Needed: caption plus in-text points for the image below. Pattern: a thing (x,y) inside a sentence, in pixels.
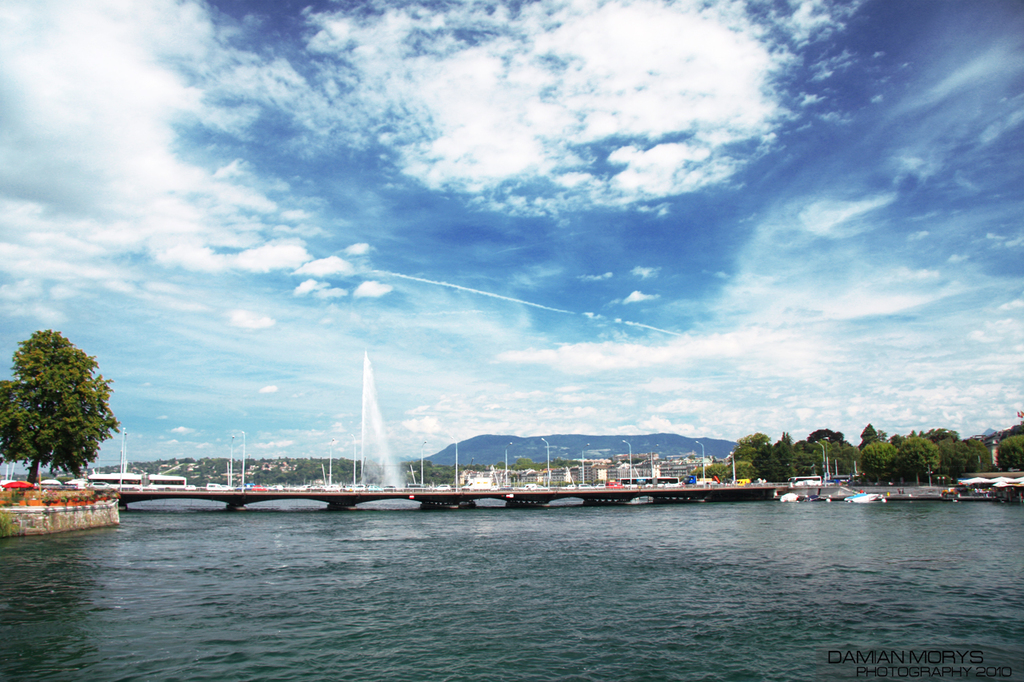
At the down side this is water (448,614), in the middle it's a bridge (559,490). On the right side (884,458) there are green trees (854,455). At the top (468,188) it's a blue color sky (493,256).
